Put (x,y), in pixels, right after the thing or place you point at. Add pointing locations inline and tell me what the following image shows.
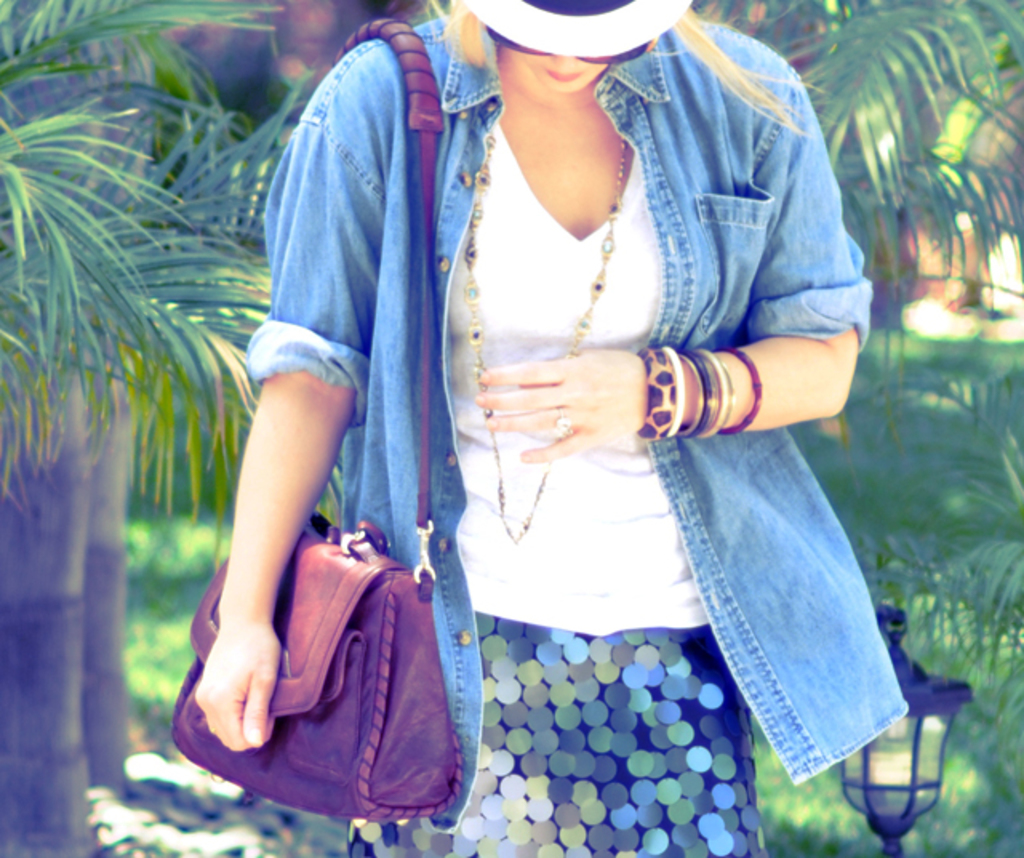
In this picture we can see a woman (492,410) standing here. And she is carrying her bag (372,666). She is in white color T shirt (514,299) and blue color jacket (364,224). She wore a cap (581,22) and she has beautiful bangles (717,415). And on the background (210,440) we can see the trees (76,569). And this is the lamp (909,778).
